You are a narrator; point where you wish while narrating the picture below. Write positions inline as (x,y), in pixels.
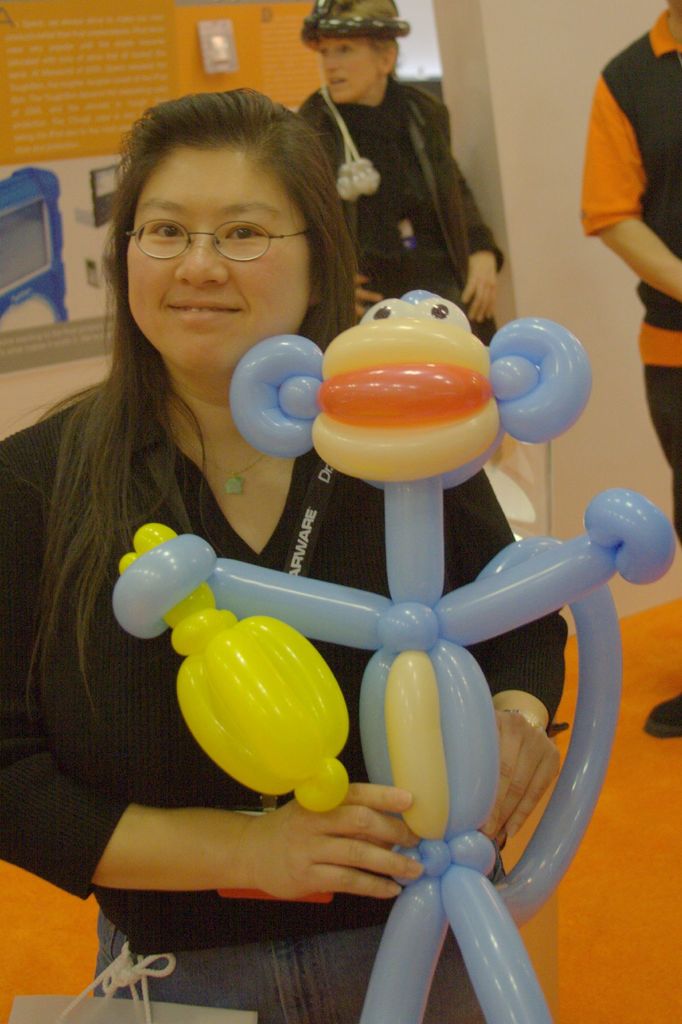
In this picture there is a lady (53,726) in the center of the image (249,459), by holding a balloon toy (426,421) in her hands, there are other people (660,204) in the background area of the image (346,85), there is a poster (96,110) in the image.
